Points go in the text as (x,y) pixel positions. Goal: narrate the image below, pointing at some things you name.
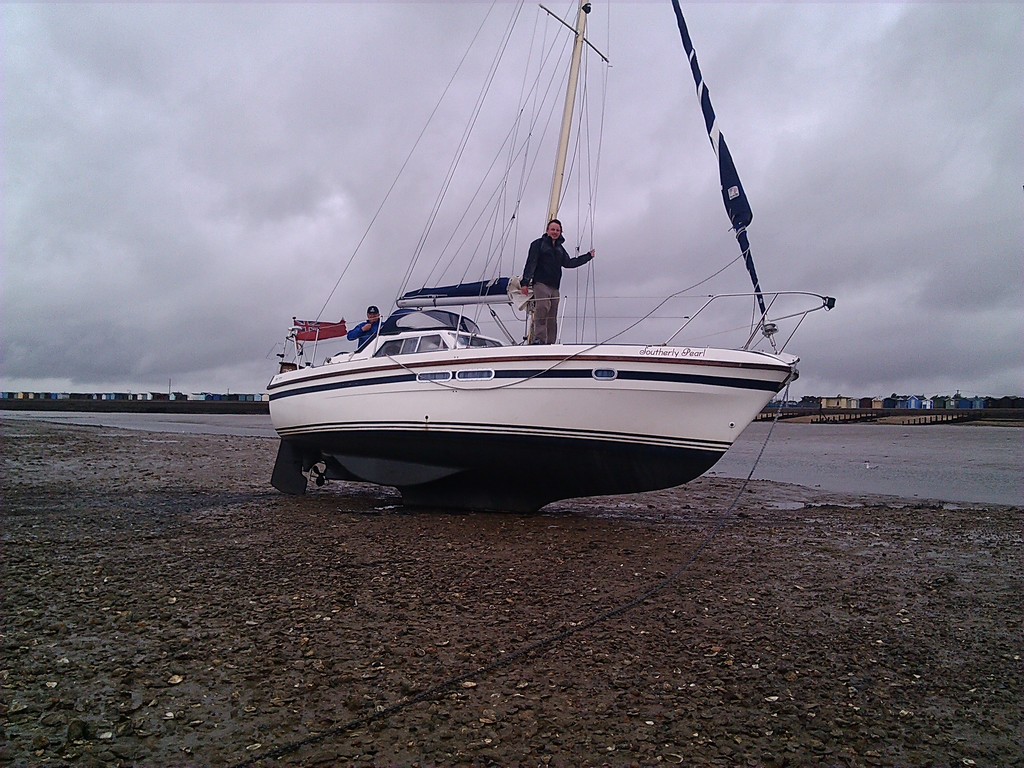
In this image we can see there is a black and white boat (559,331) on the land (720,593), and there are two people (539,322) standing on the boat (454,402).
